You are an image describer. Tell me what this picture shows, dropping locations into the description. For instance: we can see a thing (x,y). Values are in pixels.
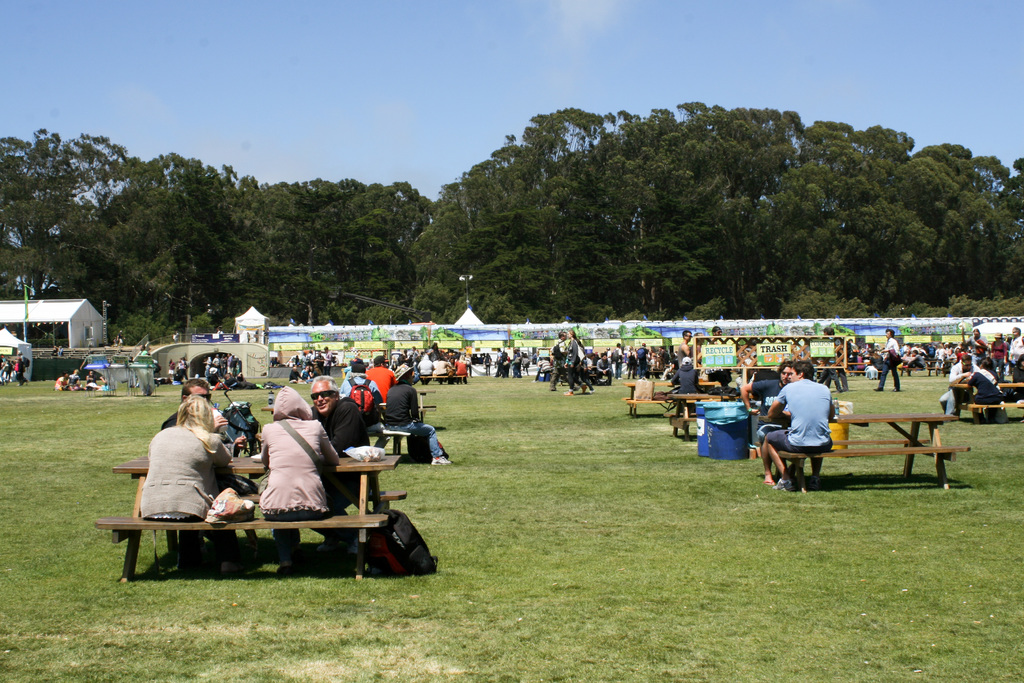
In this image there are group of people (203,459) sitting on the benches (910,419), group of people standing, there are stalls (8,324), a board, trees (125,277), and in the background (419,58) there is sky (462,90).
